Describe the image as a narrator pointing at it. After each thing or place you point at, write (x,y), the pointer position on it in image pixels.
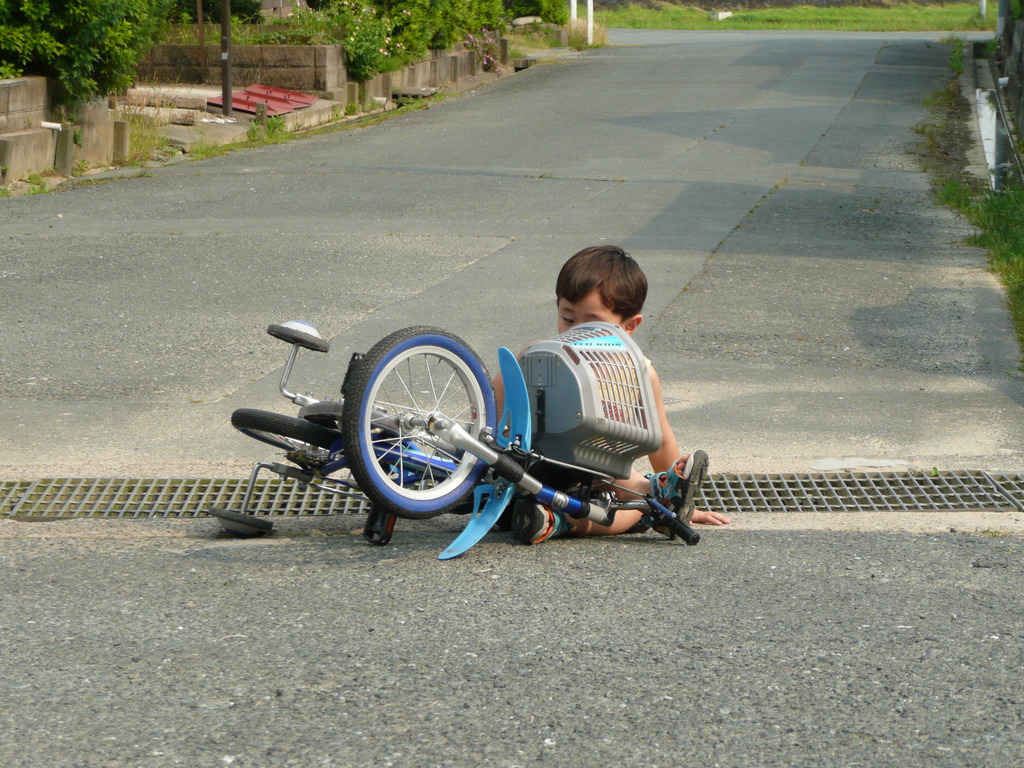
In this image we can see a kid (535,511) sitting on the road (589,655) and there is a bicycle (435,455). In the background (107,85) there are plants (494,68) and grass (767,29).
